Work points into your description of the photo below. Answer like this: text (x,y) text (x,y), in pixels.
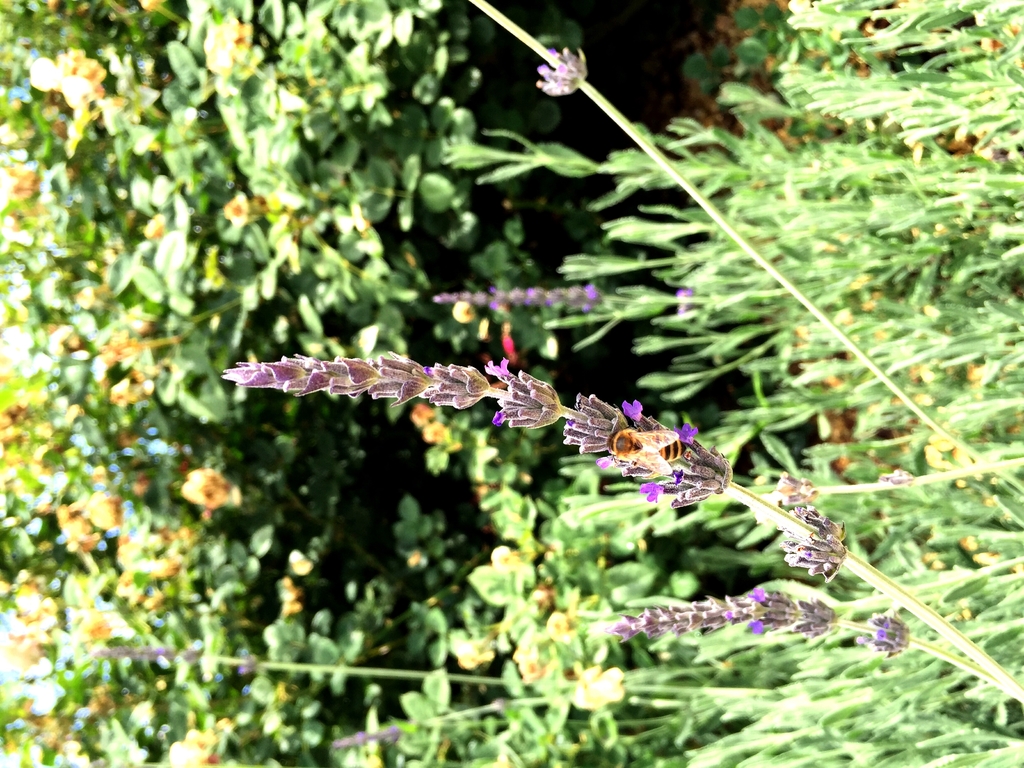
In this picture we can see an insect (623,442) on a flower (686,498). In the background (304,437) we can see plants (190,353) and trees (199,428).
